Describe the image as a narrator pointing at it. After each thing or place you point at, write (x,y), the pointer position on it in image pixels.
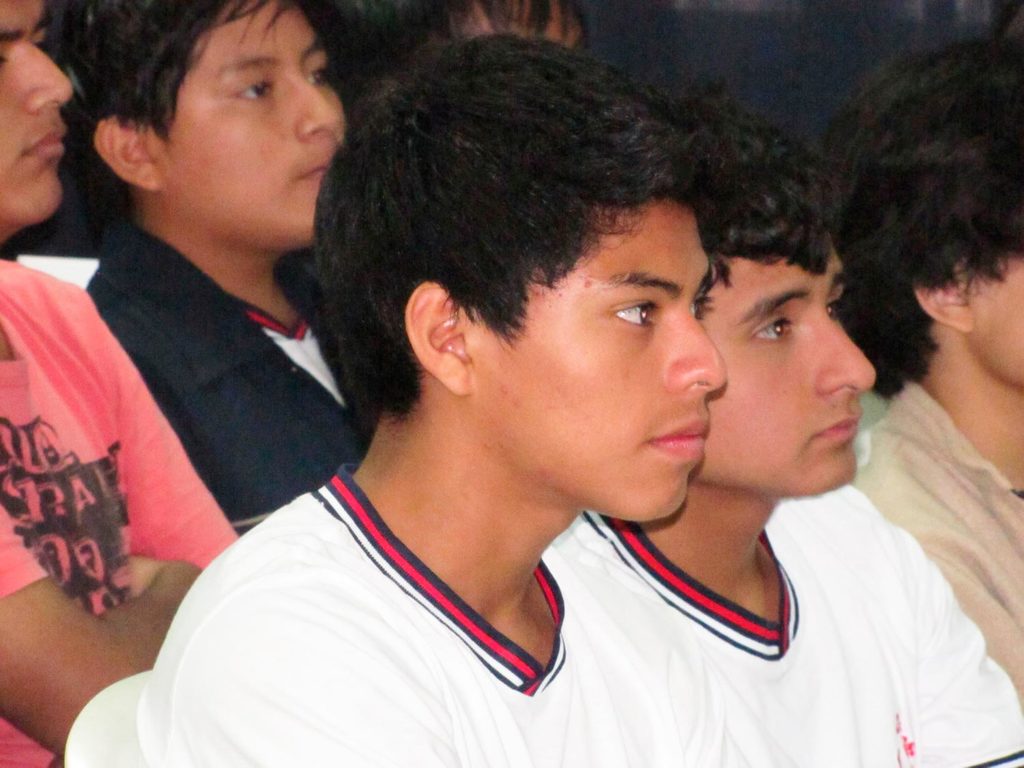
In the image we can see there are people (535,461) sitting on the chair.
